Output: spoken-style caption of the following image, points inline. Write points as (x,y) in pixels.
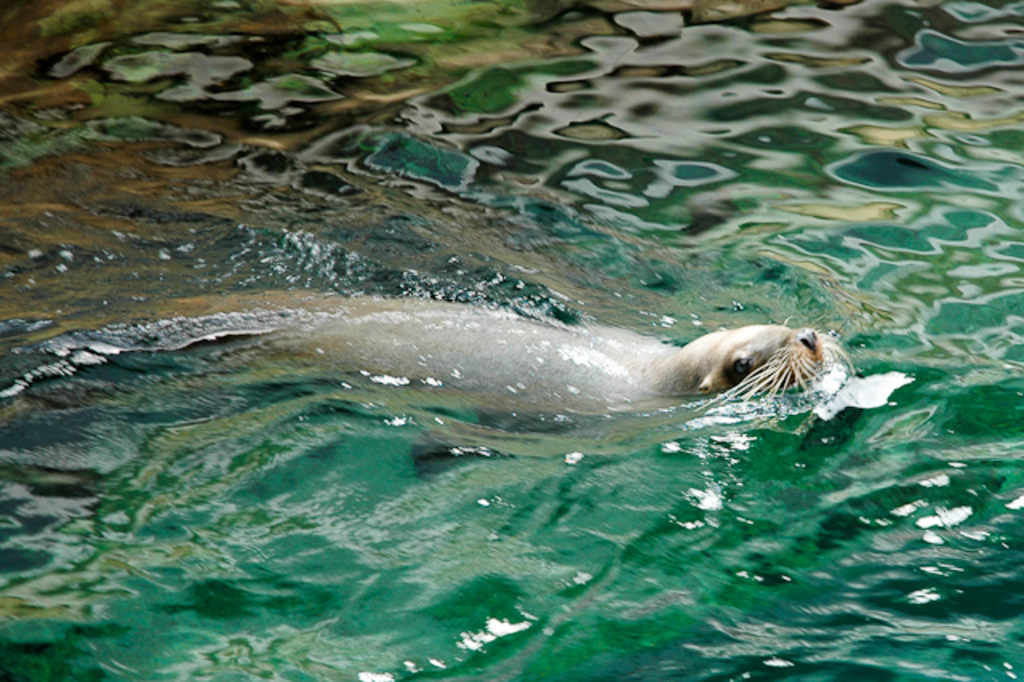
In this image there is water (697,456) truncated, there is a sea lion (587,348) in the water (818,373).
